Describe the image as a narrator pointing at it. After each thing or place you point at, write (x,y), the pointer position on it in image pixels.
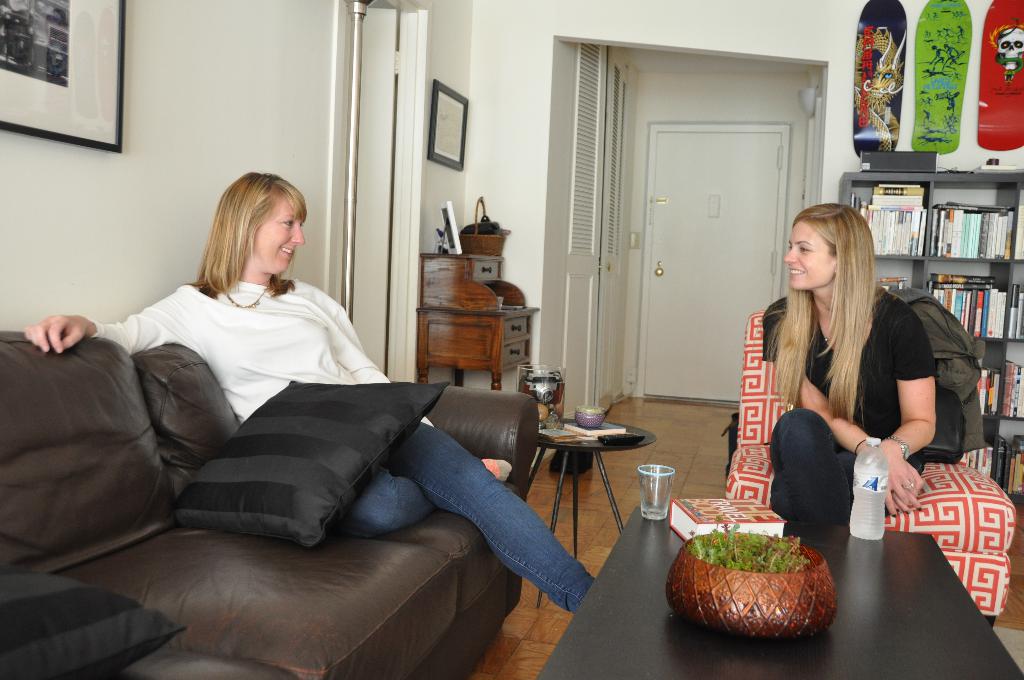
As we can see in the image there is a white color wall (332,111), photo frame (450,127), door (709,204), two people (790,392) sitting on sofas (200,599) and table (681,633). On table (681,633) there is a book (719,515), glass (654,515) and a small plant (719,565). On sofa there are black color pillows (71,593) and on the right side (988,196) there is a rack (963,196) filled with books (969,219).
